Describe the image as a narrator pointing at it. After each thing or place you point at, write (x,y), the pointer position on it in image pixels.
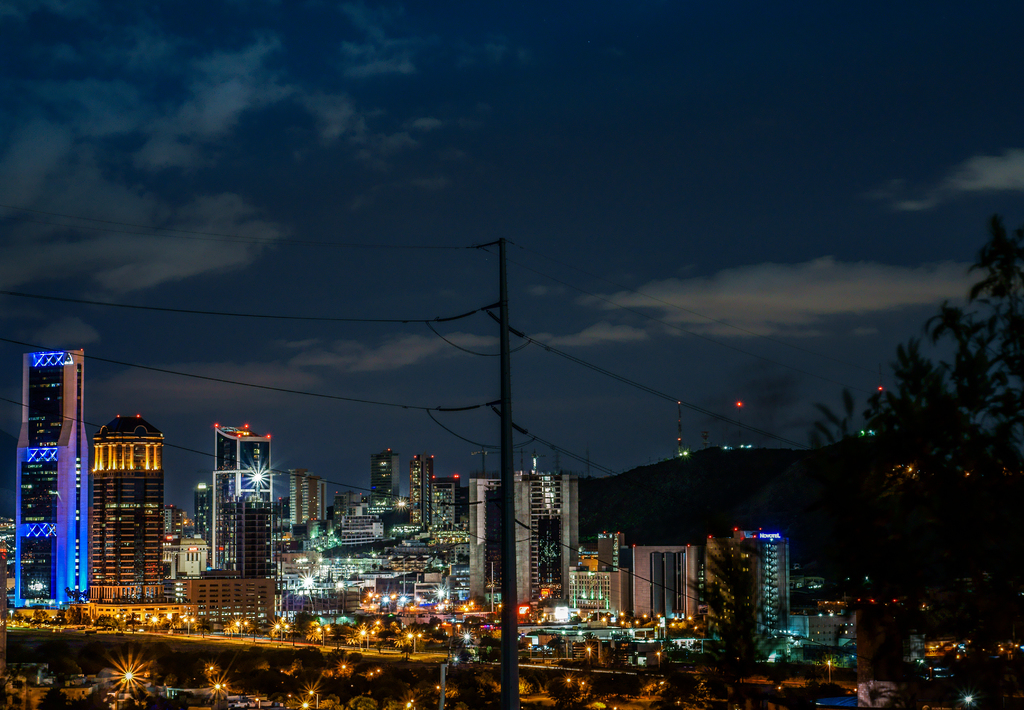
At the bottom of the image (62,602) we can see some poles (439,697), trees (487,705) and buildings (24,436). At the top of the image (88,17) we can see some clouds (195,141) in the sky (108,40).
